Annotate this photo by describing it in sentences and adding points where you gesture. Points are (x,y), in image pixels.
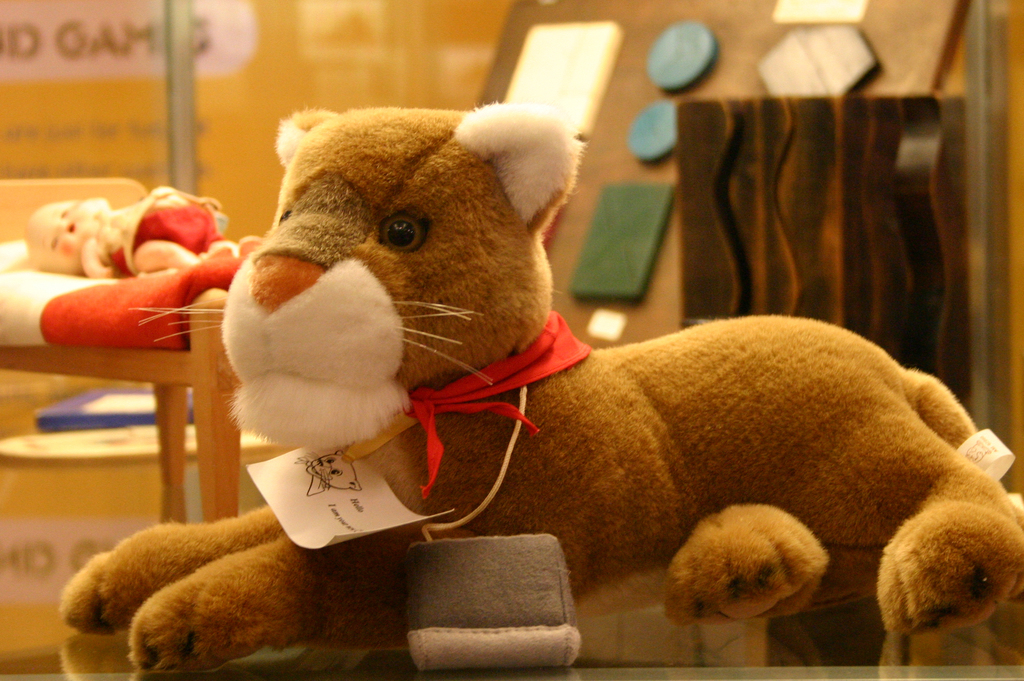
In this image we can see toys (317,397), tag (302,501), and few objects (662,79).
